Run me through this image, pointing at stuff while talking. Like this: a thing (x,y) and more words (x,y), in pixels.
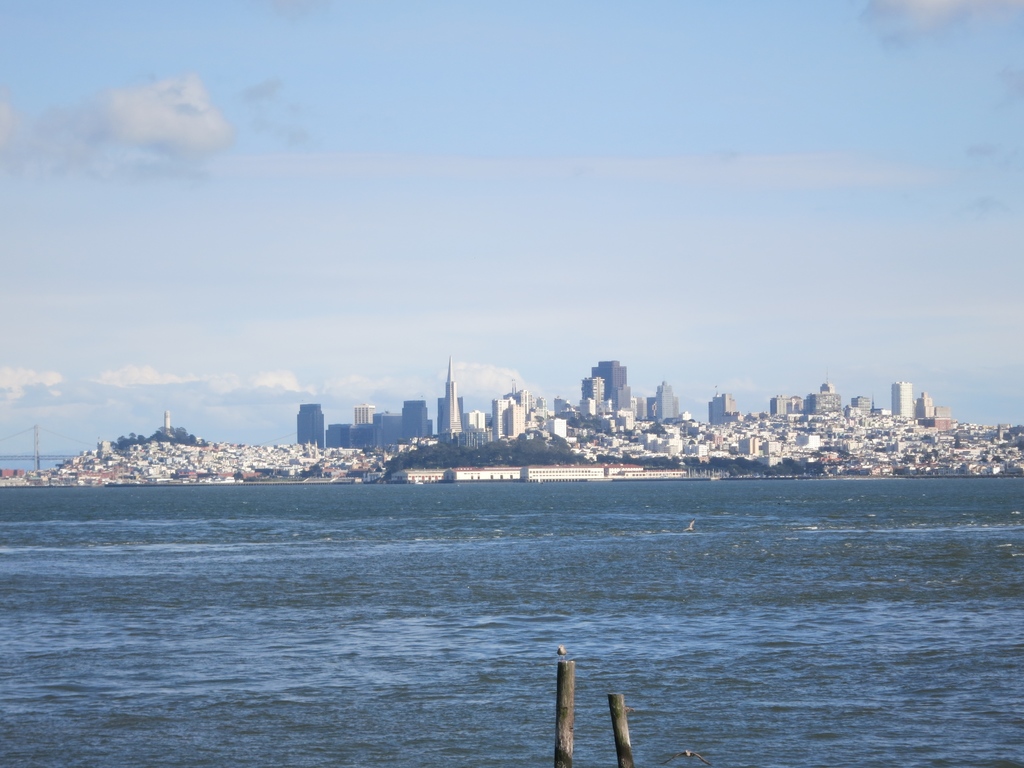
There is water (738,481) of an ocean (738,481). In the background (951,445), there are buildings (593,443) and trees (185,443) on the ground (593,443) and there are clouds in the blue sky (461,54).
